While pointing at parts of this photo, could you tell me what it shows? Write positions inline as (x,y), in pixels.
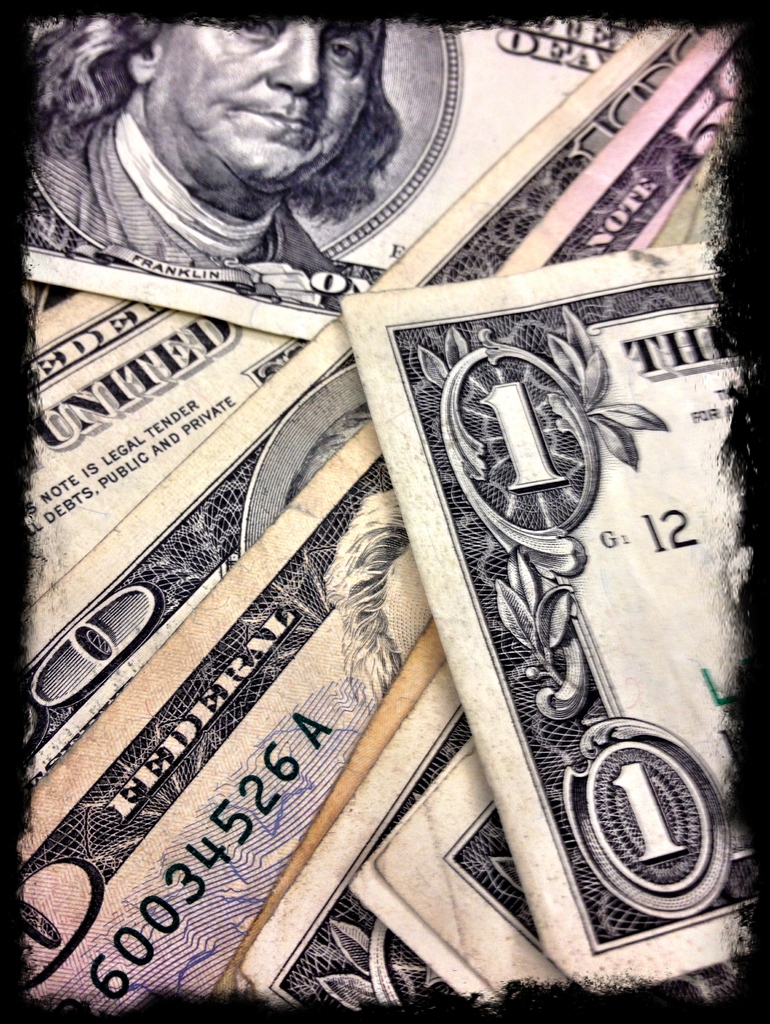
In this image we can see currency notes (372,575) with numbers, text (225,347), person's image (329,181) and design (492,362).
